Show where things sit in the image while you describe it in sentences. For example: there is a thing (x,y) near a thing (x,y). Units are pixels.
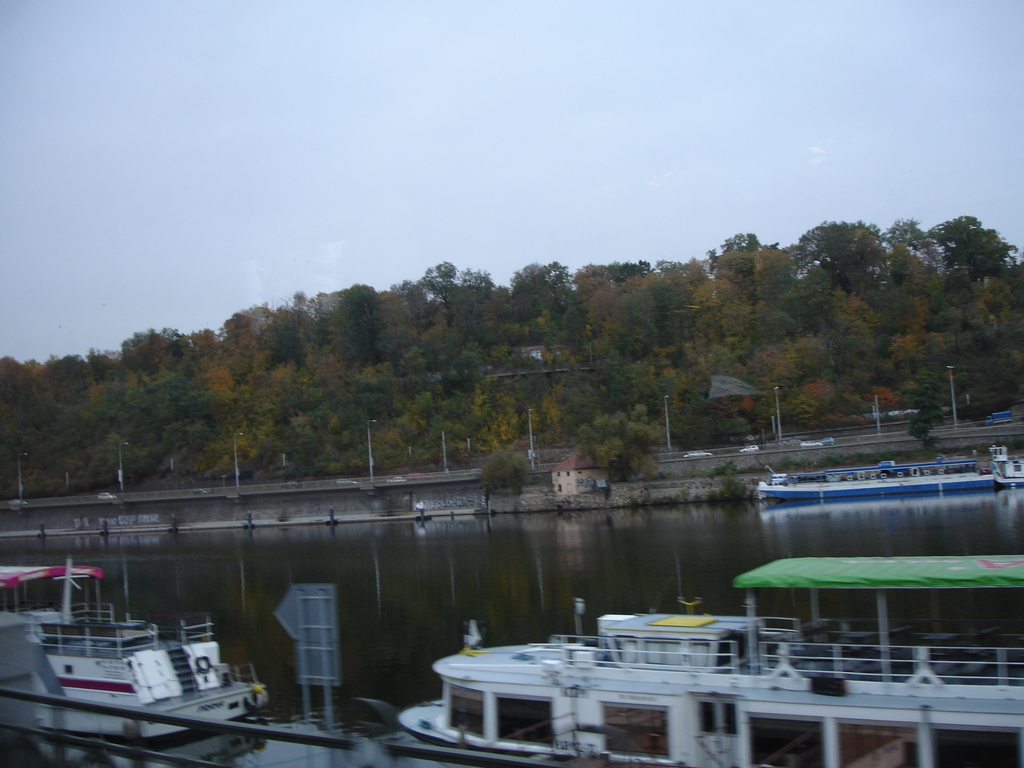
In this image we can see the boats (90,635) on the surface of the water (923,501). We can also see the text board (314,638), light poles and also many trees (723,335). We can also see the house (580,467) in the background (578,483). At the top (129,155) we can see the sky (703,47).
